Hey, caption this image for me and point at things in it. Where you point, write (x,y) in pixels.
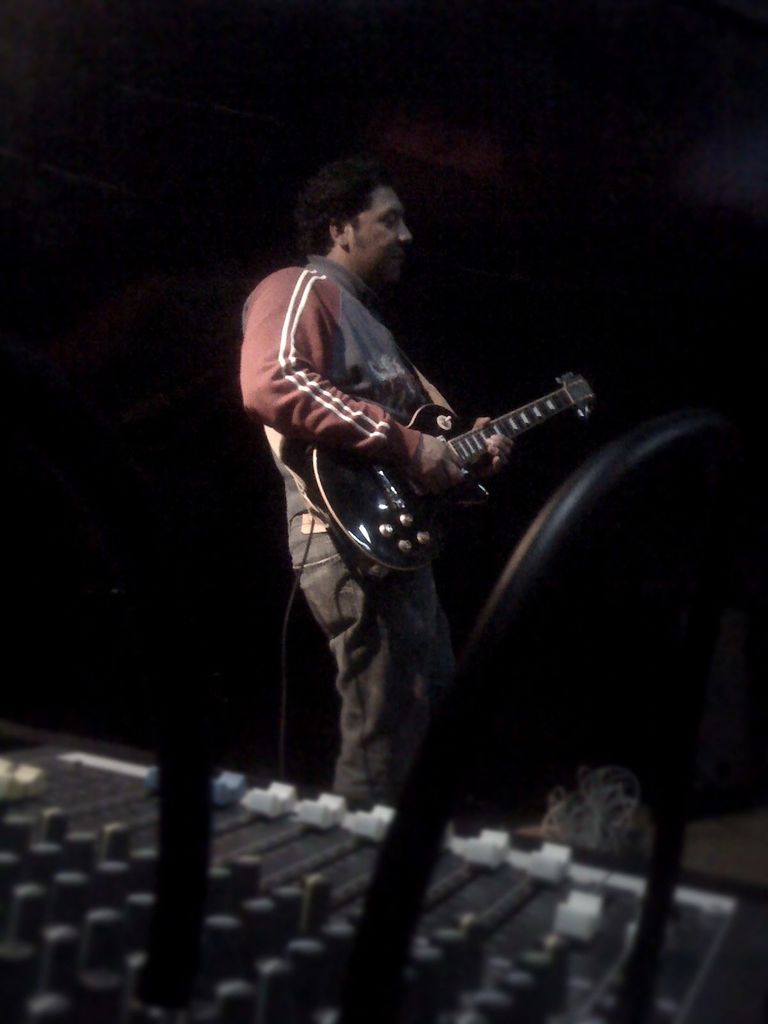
In this image we can see a person (286,339) standing in the center (319,398). He is holding a guitar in his hand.
